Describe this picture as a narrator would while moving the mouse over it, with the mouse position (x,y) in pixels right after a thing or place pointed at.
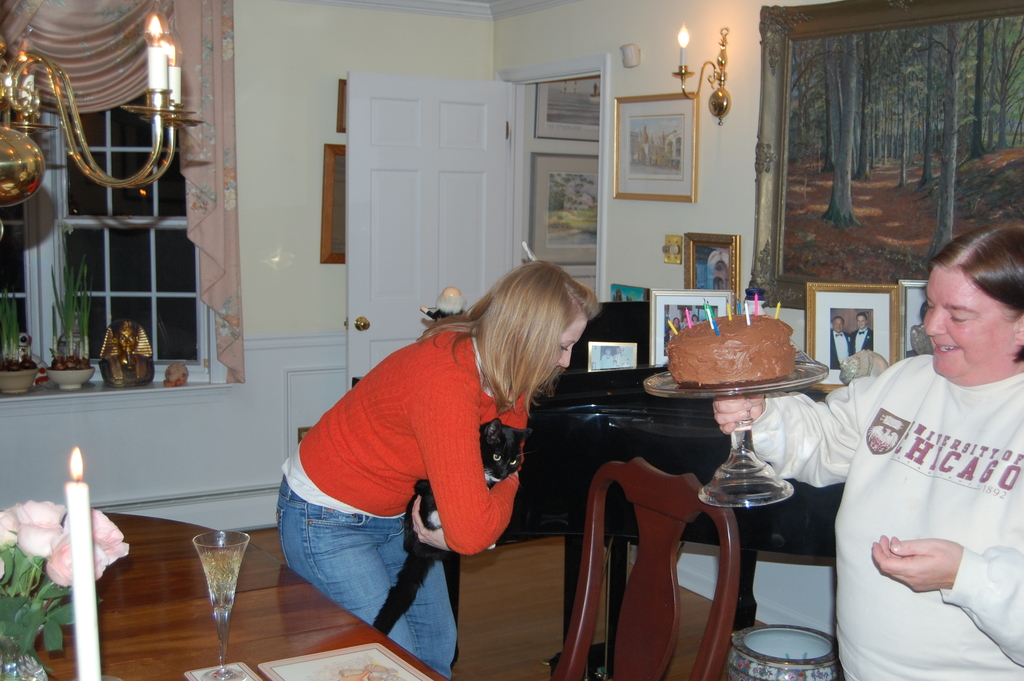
In this image, there are two persons (901,436). One person (438,414) holding a cat (495,460) and another person (871,458) holding a cake (741,363). There is a table (322,599) behind this person (358,477). This table (137,592) contains glass (216,576), candle (93,574) and flower vase (29,541). There is a chair (632,598) behind this table (267,619). There is a door (376,193) attached to the wall (428,48). This wall (713,178) contains painting (876,147) and photo frames (726,257). There is window (140,211) contains curtains (193,79).
